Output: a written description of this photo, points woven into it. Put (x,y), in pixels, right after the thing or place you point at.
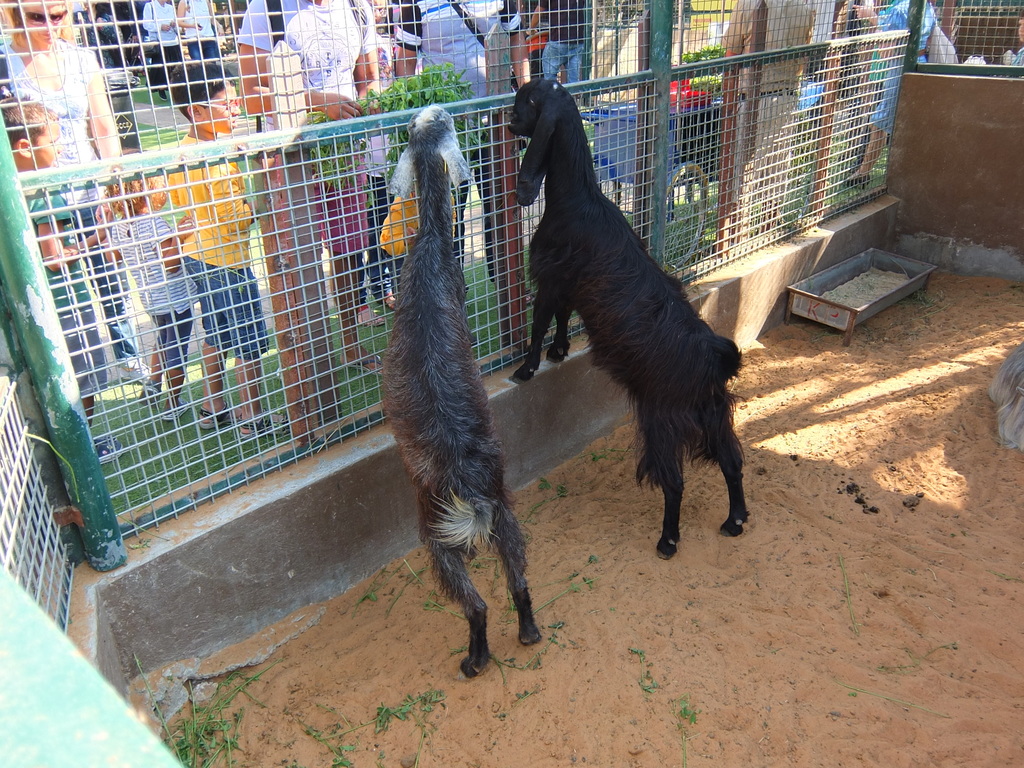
In this image I can see the ground (753,612), few leaves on the ground (239,704) and two animals (421,443) which are black, brown and cream in color. I can see the metal fencing (224,267) and few persons (476,62) standing on the other side of the metal fence (199,157).
